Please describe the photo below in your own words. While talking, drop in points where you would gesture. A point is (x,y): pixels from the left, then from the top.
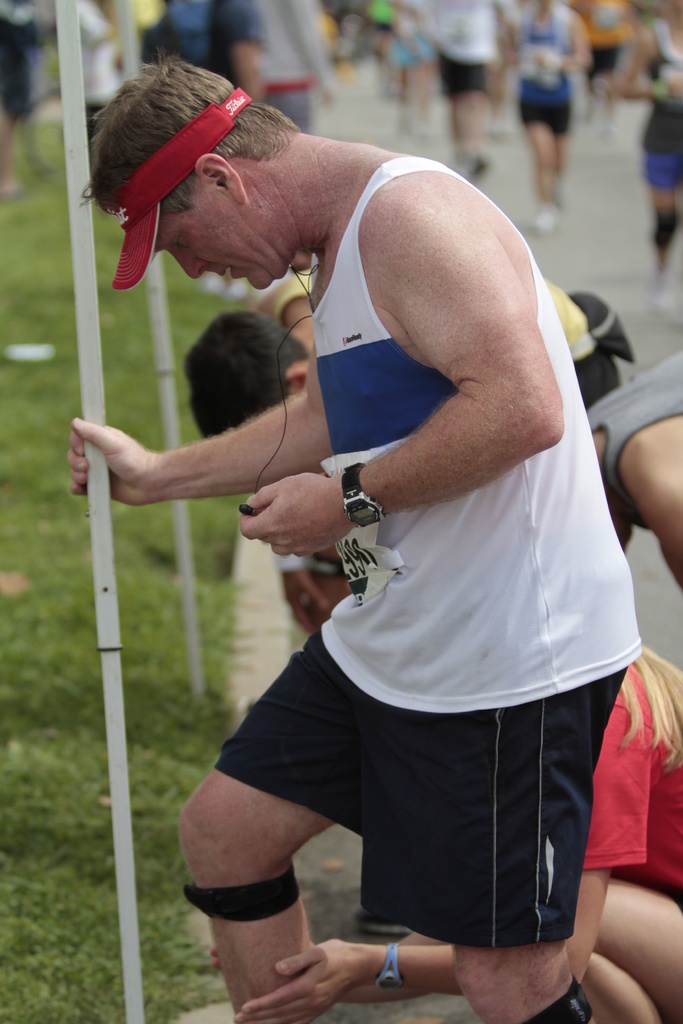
There is a person (270,483) standing and holding head set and wore cap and watch (355,506). We can see grass (33,788) and poles (169,417). In the background (552,23) we can see people (185,48).
